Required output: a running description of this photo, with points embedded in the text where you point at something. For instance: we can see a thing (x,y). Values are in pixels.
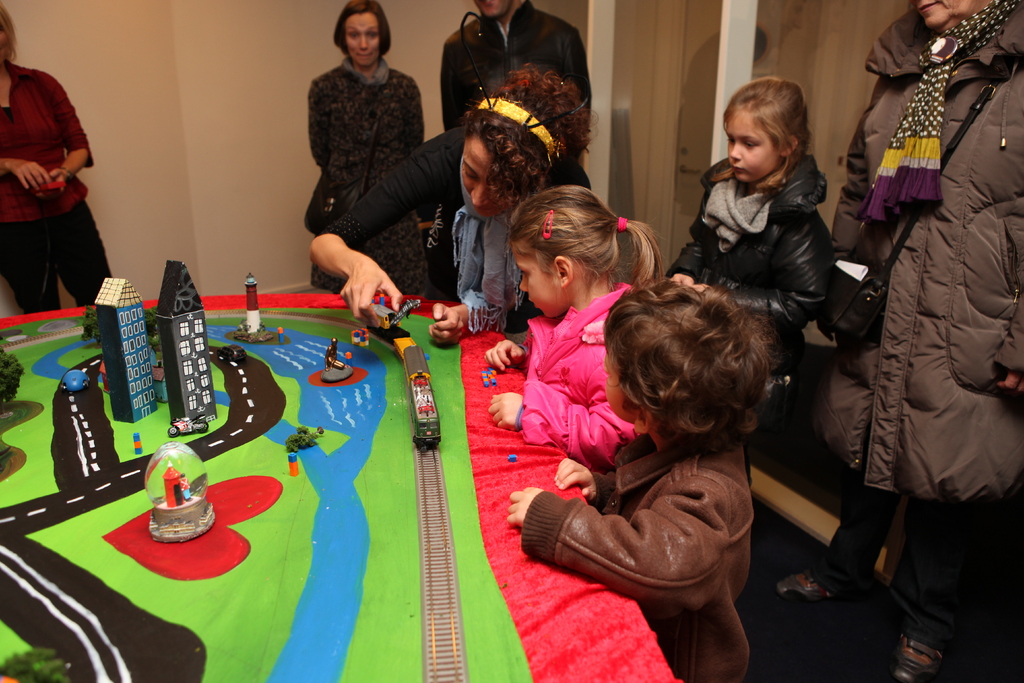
In this image we can see a person (870,438) standing on the right side (876,198) and she is looking at this. Here we can see a woman (500,217) standing in the center (483,292) and she is playing with a toy (389,333). Here we can see a three children (742,253) who are standing and they are looking at this. In the background (410,99) we can see three persons (44,258) who are standing.
